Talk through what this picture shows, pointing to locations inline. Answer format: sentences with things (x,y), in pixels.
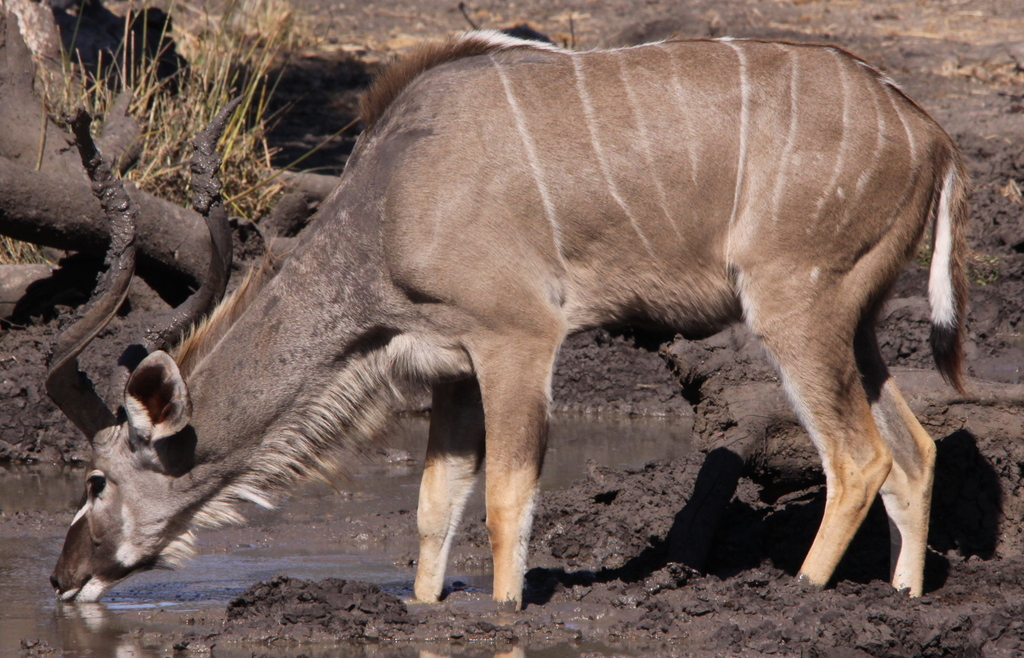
In this image there is a KUDU (678,211) in middle of this image (552,251) and there is a water (204,574) at bottom of this image (377,503) and there is some grass (228,185) at top left corner of this image (206,93).
